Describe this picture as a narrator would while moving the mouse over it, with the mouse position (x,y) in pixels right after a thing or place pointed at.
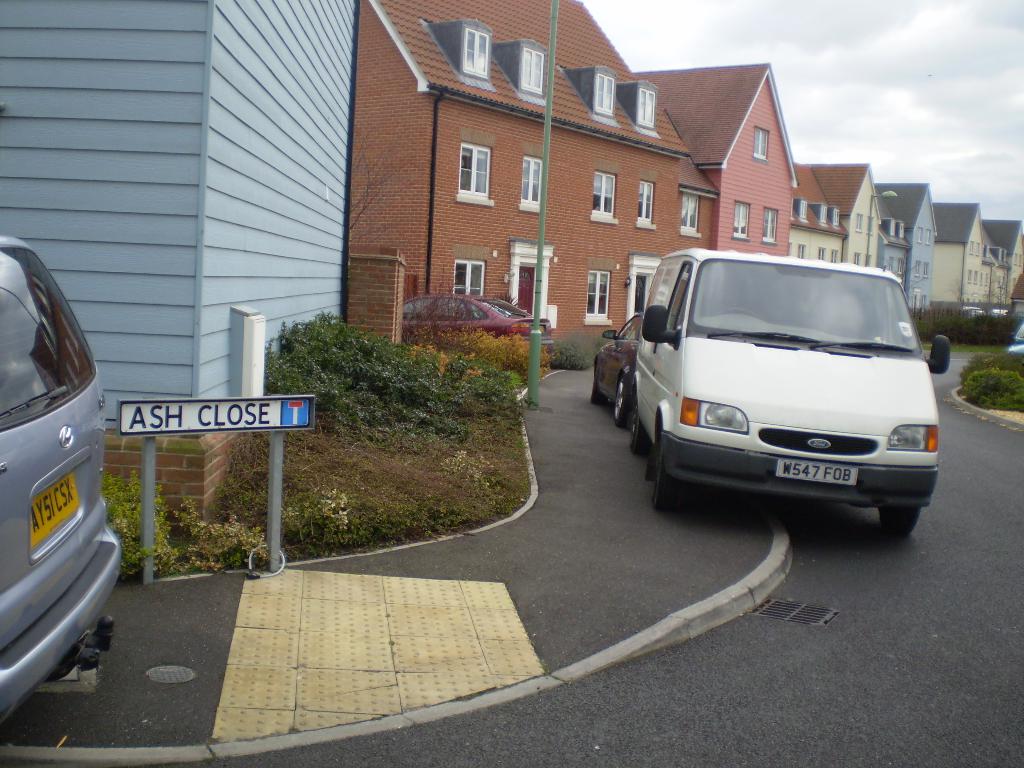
In this image there are cars (727,303) on the road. In the background (336,332) there are buildings (967,286), trees (372,211) and sky (706,63). We can see a board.
